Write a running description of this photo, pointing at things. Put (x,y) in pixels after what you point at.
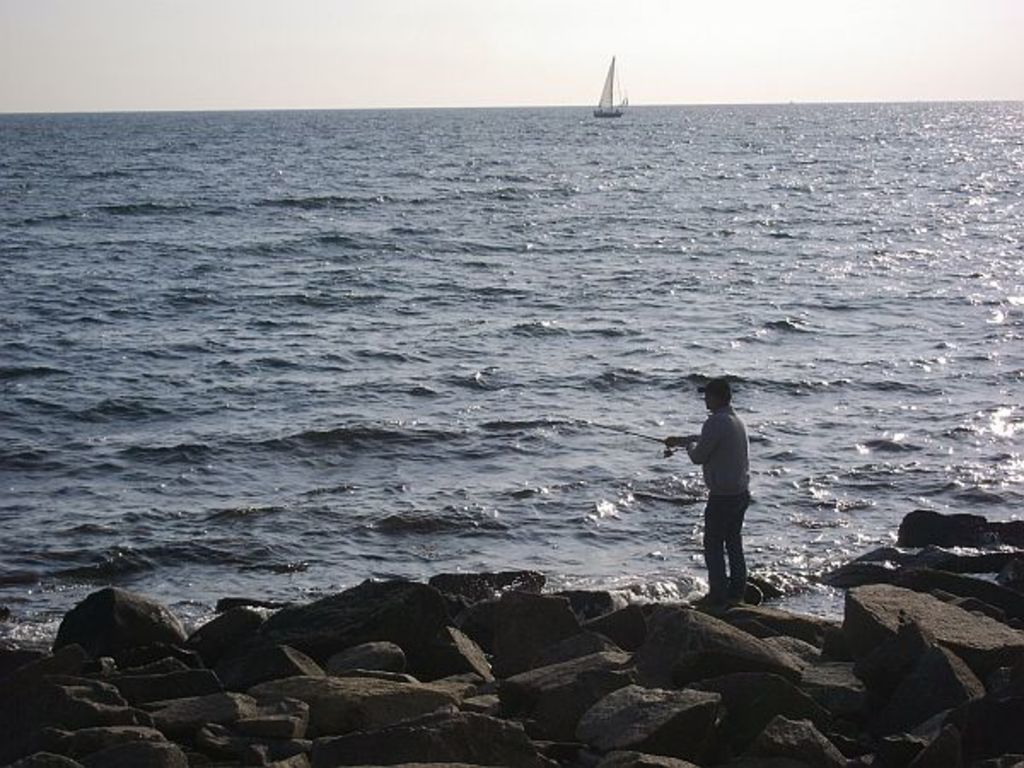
In this image, we can see a ship (605,116) on the water (415,391) and in the front (516,647), there are rocks (608,653) and there is a person (717,498) standing and holding a stick (635,433).
